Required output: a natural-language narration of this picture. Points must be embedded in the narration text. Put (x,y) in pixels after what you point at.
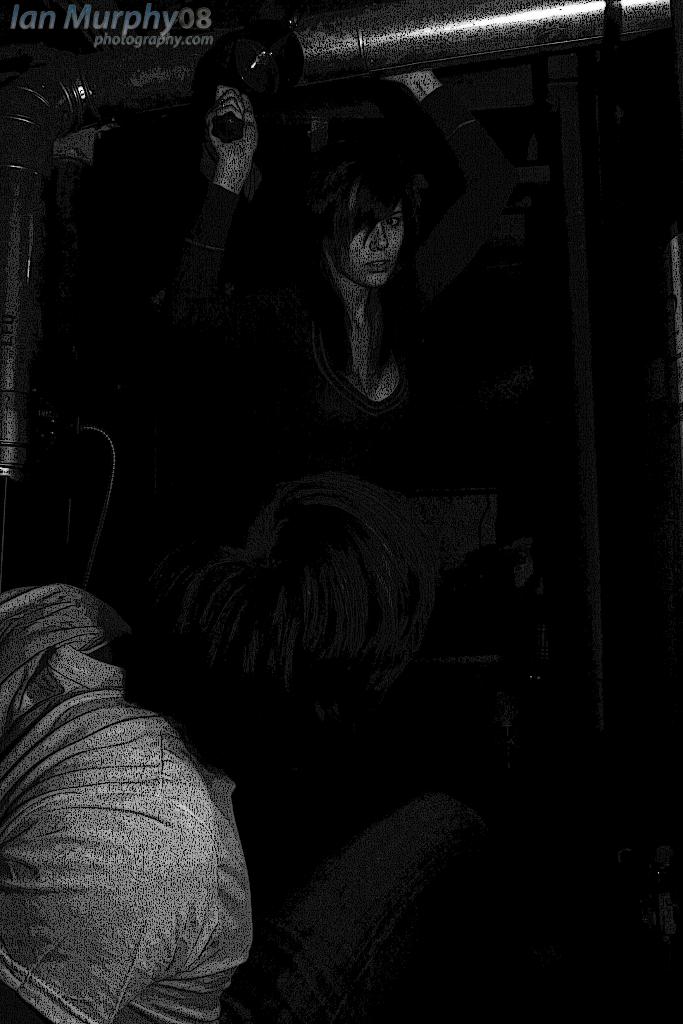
In the picture we can see a woman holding a pipe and holding something in the other hand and near to her we can see a person (3,884) is bending in the dark.
